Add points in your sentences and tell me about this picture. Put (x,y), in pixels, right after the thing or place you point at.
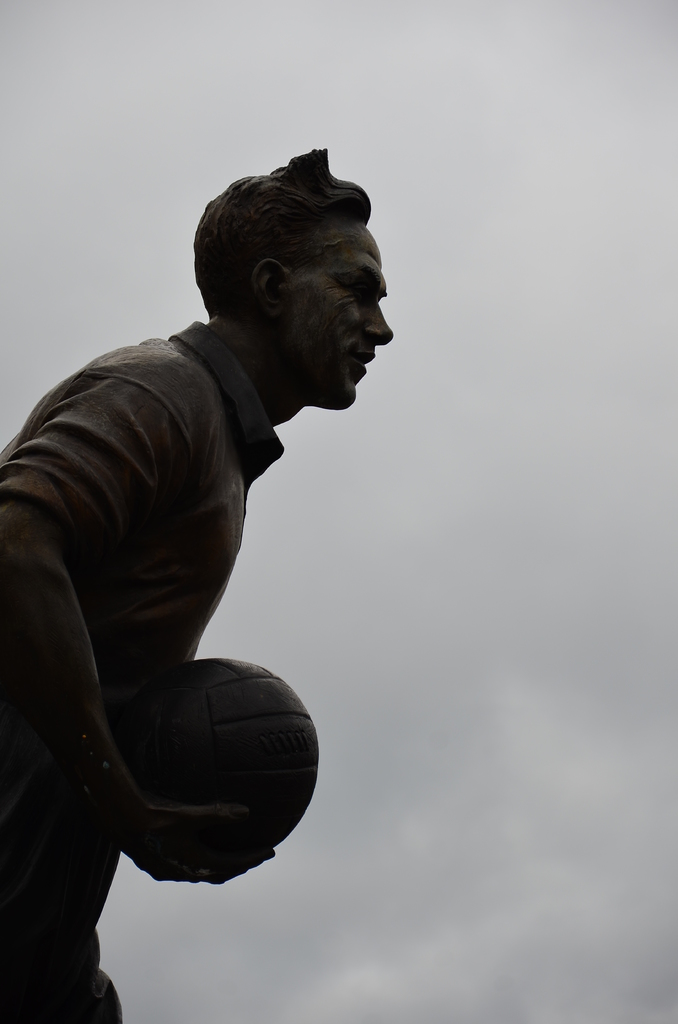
In this image I can see a sculpture (309,741) of a man (218,572) holding a ball (197,818).
